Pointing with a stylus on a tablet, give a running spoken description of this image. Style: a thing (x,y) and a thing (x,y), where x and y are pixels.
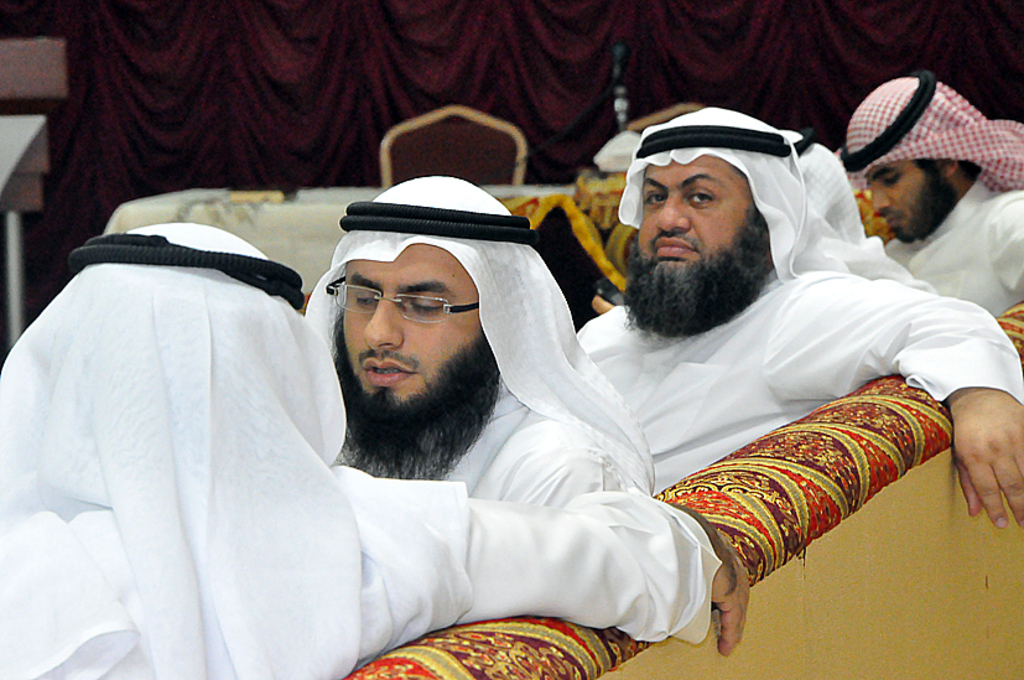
In this image there are five persons (972,216) who are sitting on couch (784,483). And in the background (516,184) there is a table (153,210), chair (430,154), curtain (220,97) and some objects (35,168).
